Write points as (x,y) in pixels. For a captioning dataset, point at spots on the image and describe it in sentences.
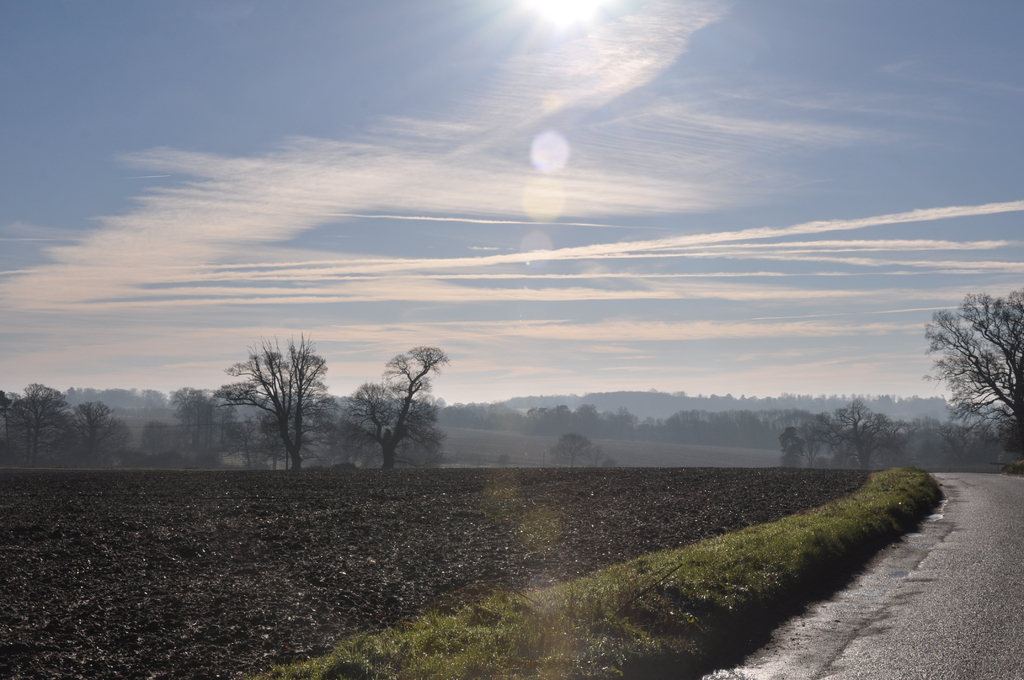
On the right side of the image (963,543) there is a road (942,609). In the background (67,412) there are trees (917,462), hills (599,408) and sky (451,280).
